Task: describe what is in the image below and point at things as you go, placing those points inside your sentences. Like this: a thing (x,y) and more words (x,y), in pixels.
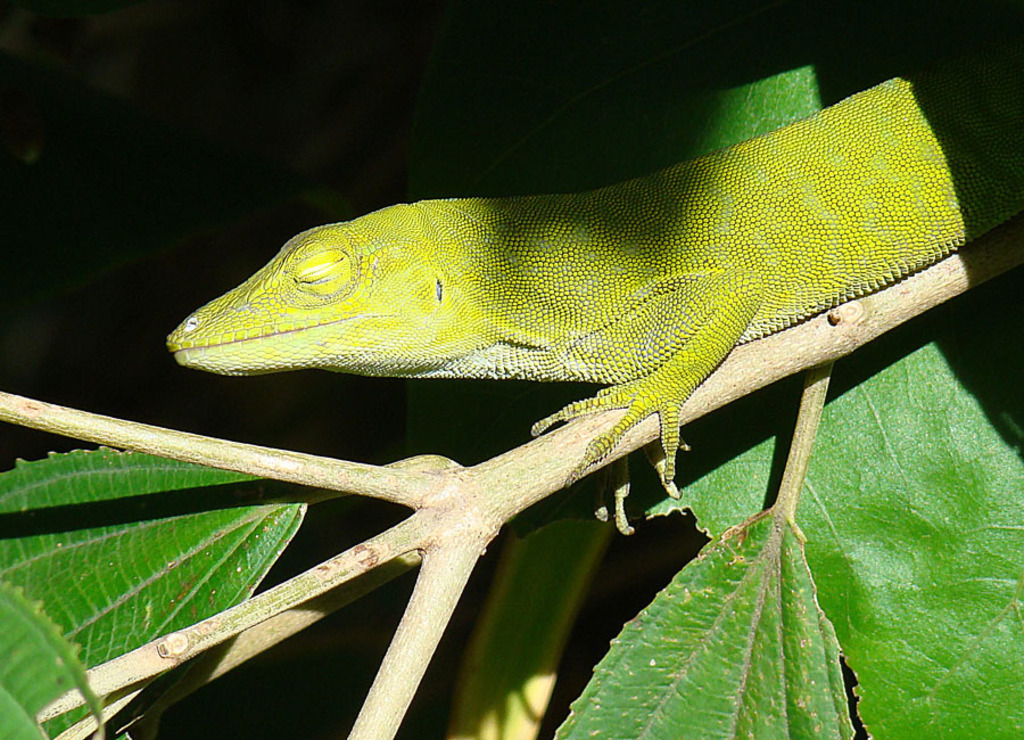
In the picture we can see a plant stem (441,515) with some leaves (187,525) to it and on the stem (900,314) we can see a lizard (607,308) which is green in color.
